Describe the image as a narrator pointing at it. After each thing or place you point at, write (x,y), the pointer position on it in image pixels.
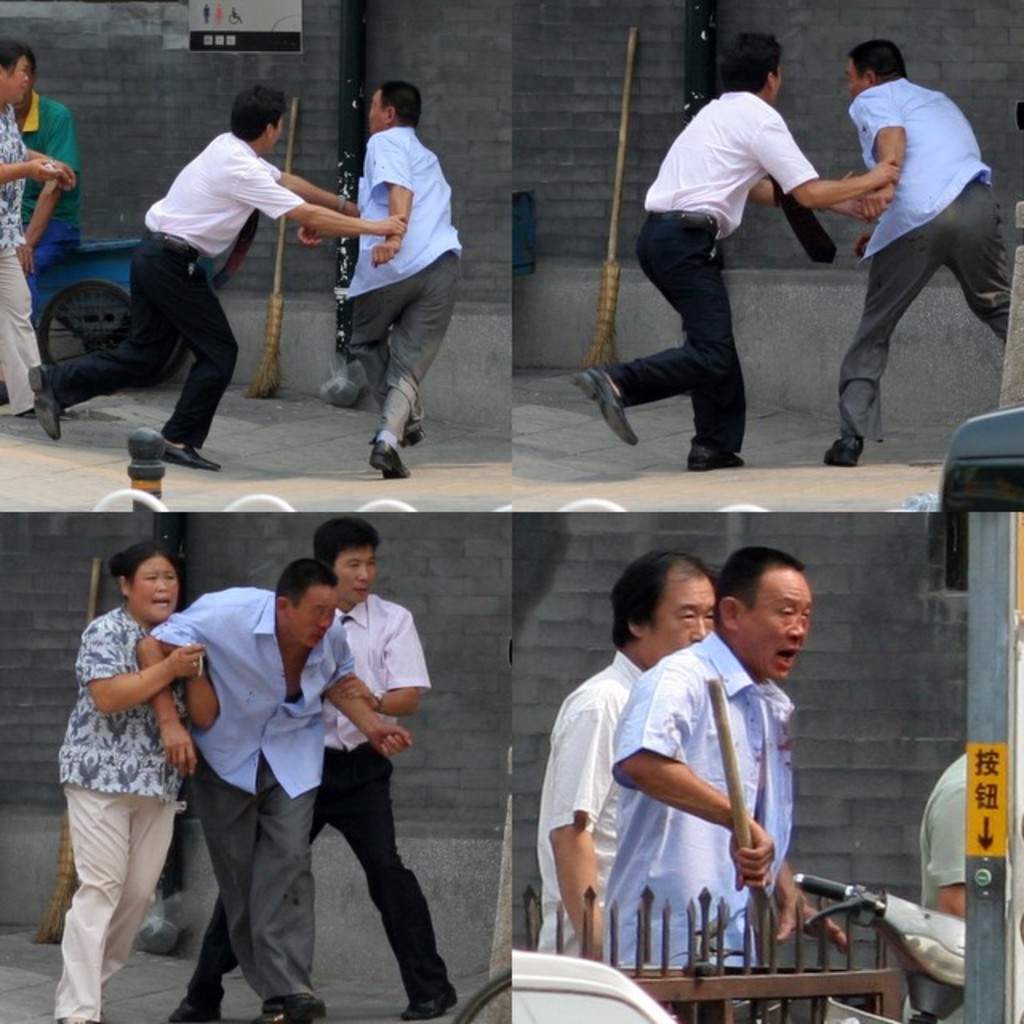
In this picture we can see four frames (682,350). On the top right (768,48) there are two persons (872,343) wearing shirt (728,174), trouser (672,362) and shoe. On the top left (9,117) there is a woman (16,348), who is holding a person's hand (47,169) who is wearing green t-shirt (36,122). Beside them we can see brick wall (109,160). Here it's a sign board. On the bottom right (748,996) we can see car (624,988) near to the gate (765,999). Here we can see a pole (966,1017). On the bottom left (119,698) we can see three persons (227,612) standing near the building (408,846) and the middle person (277,747) looks very angry.
